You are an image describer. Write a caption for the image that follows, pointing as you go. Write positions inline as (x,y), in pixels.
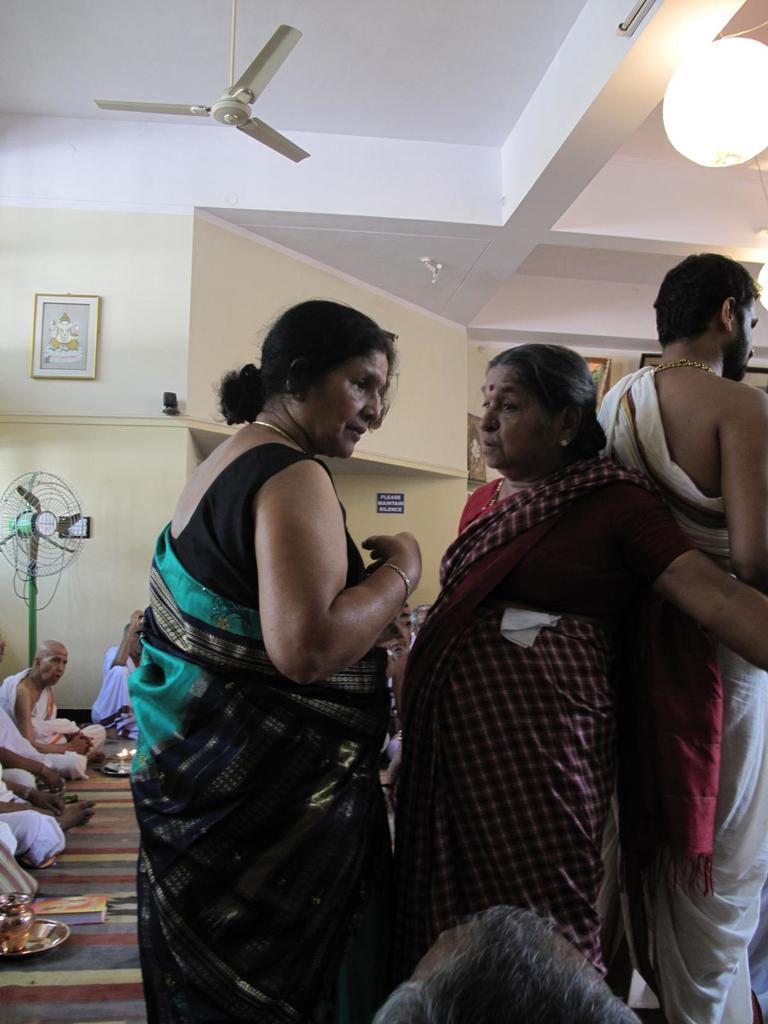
In this image I can see a woman (235,546) wearing black and green saree (219,623) and a another woman (473,728) wearing maroon saree (492,714) and a man (720,662) wearing white dress (729,766) are standing and in the background (8,678) I can see few people (3,689) sitting on the floor (42,897), a plate (54,932) and a book (54,899) on the floor (62,873), a table fan (50,489), the wall (151,361), a photo frame (62,333) attached to the wall (46,263), a lamp (715,80) and the fan (244,112).
